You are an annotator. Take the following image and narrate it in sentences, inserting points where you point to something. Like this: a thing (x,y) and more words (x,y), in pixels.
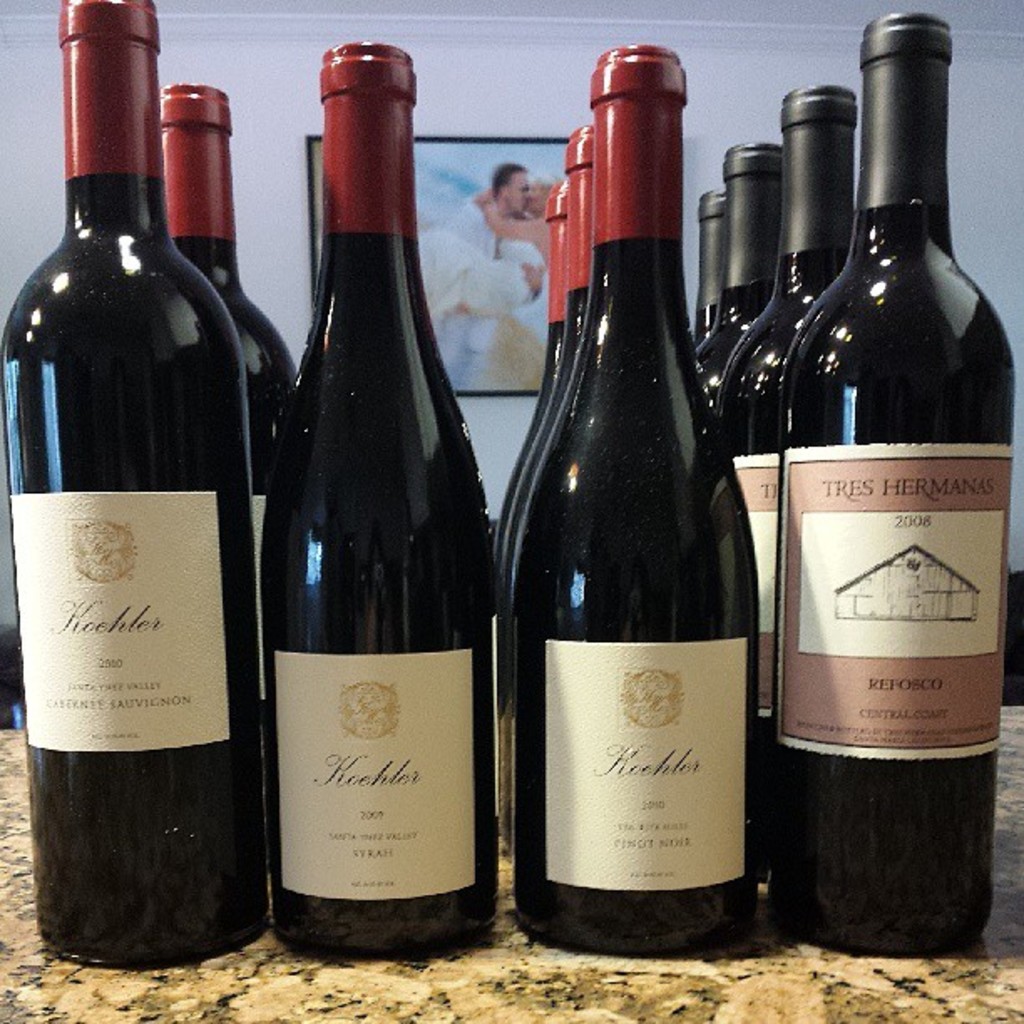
In this image, we can see bottles (255,574) in front of the wall (267,162). There is a photo frame (477,234) on the wall (502,29).
